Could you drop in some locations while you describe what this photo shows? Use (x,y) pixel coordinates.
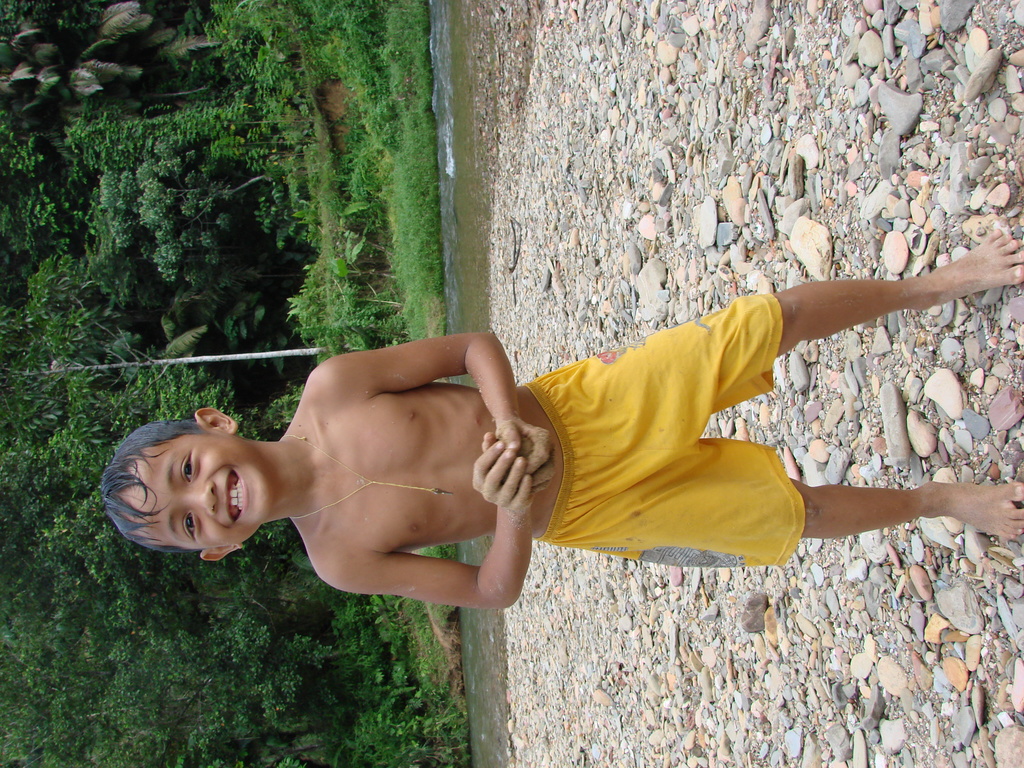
In the middle of the image (367,404) a boy (834,282) is standing. Behind him there are some stones (523,155) and water (458,60) and grass (361,234). On the left side of the image (97,691) there are some trees (140,128).
